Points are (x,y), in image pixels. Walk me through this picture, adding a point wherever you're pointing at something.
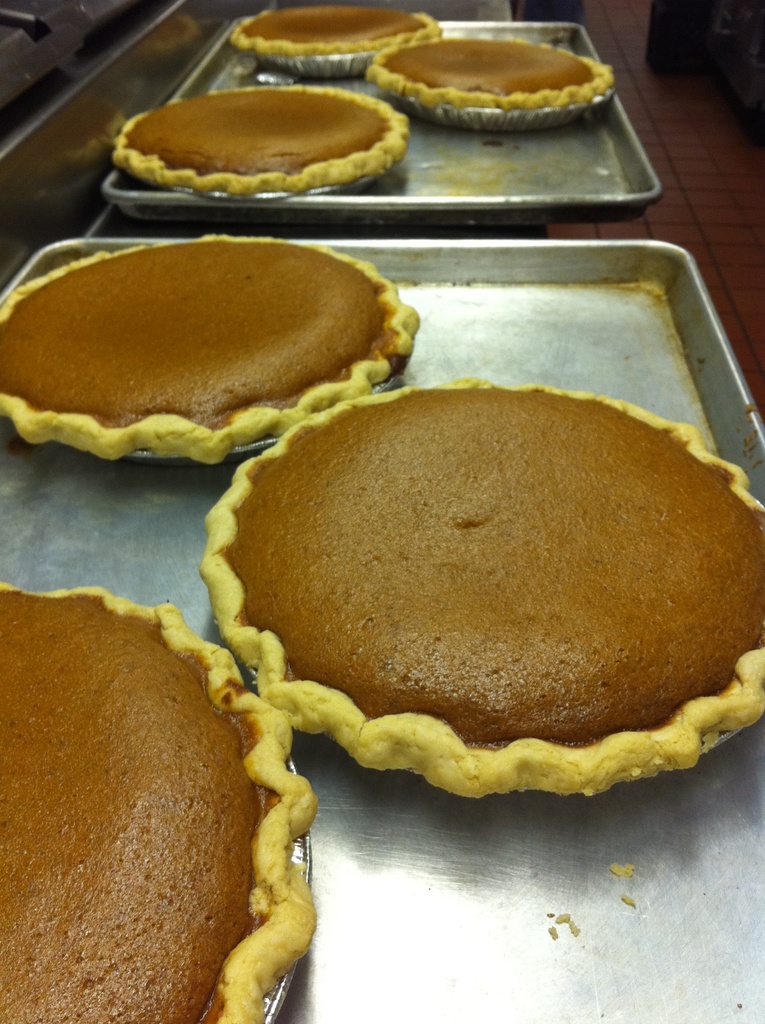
In this image I can see the food items (489,515) in the trays (523,817). I can see these food items (405,652) are in brown and yellow color.
